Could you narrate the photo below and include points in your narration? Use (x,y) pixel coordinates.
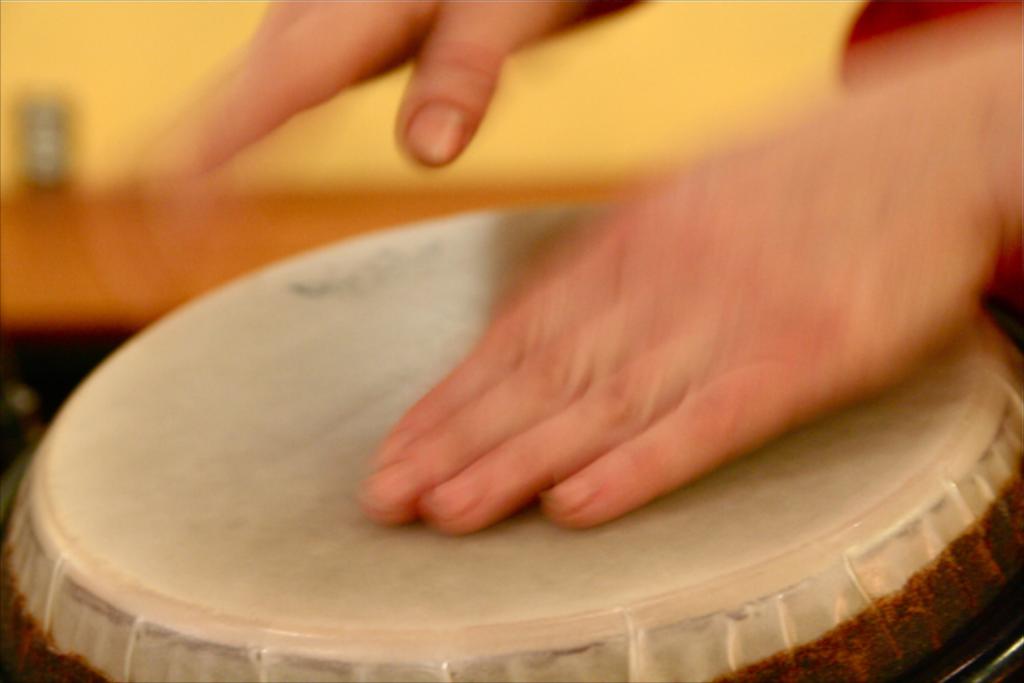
In this picture we can see a person (759,405) playing a drum (468,247), there is a blurry background (117,65).
